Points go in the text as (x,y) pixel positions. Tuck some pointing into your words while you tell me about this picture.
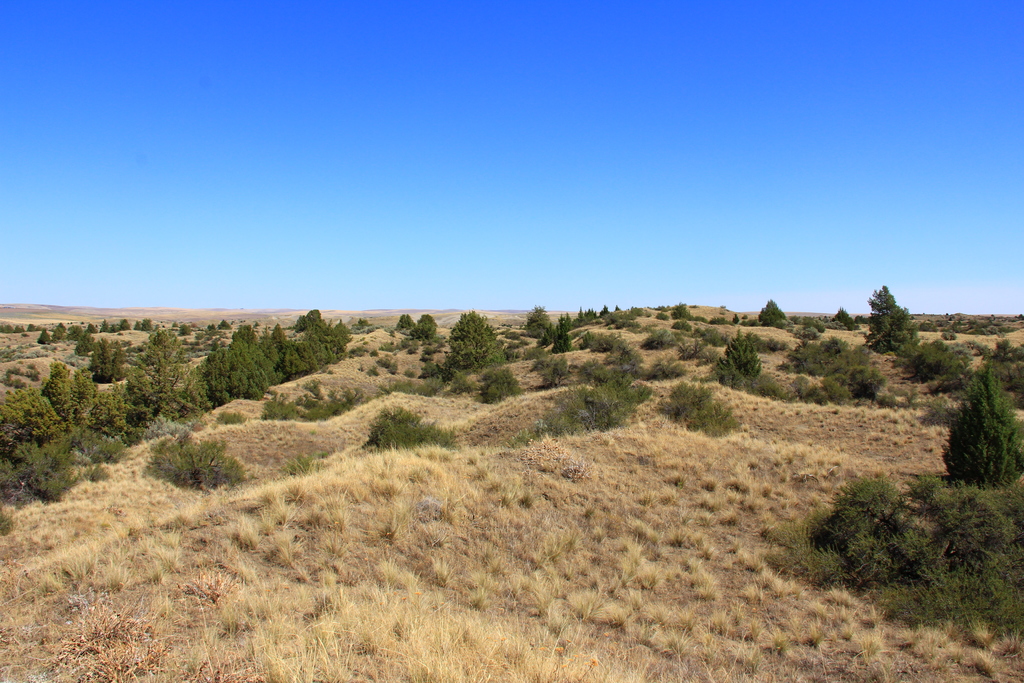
In the picture I can see the grass (474,566), plants (625,419) and trees (129,432). In the background (246,165) I can see the sky (234,187).
